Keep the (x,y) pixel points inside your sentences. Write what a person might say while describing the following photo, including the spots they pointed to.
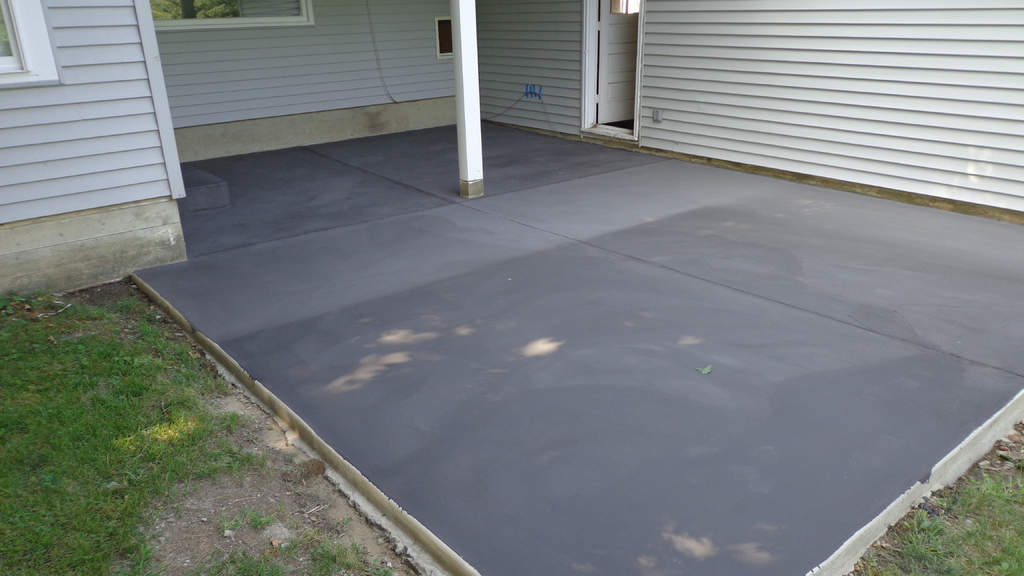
In the image we can see grass (97,425), tiles (709,362), pole (464,110), window (186,17), door (637,55) and wooden walls (739,101).
